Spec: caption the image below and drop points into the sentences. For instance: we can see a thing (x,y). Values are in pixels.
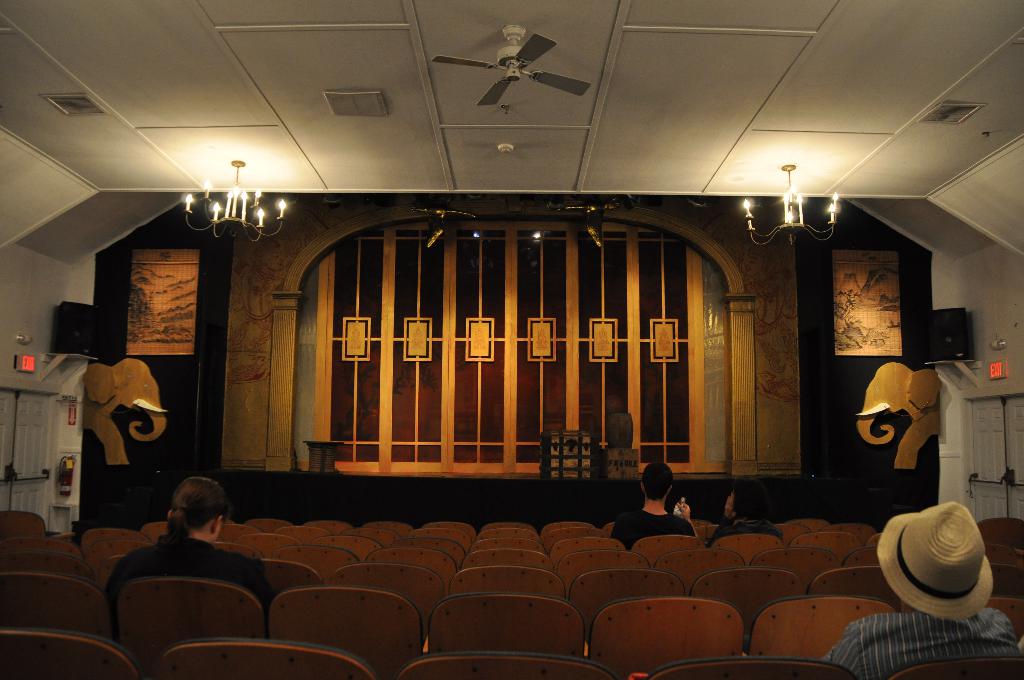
In this image we can see inside of an auditorium (730,591). There are few lights (835,197) and a fan (488,64) attached to the roof (549,57) in the image. There are few objects (952,348) on the walls (974,353) at the either sides of the image. There are few objects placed on the stage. There are few people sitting on the chairs (543,568).
